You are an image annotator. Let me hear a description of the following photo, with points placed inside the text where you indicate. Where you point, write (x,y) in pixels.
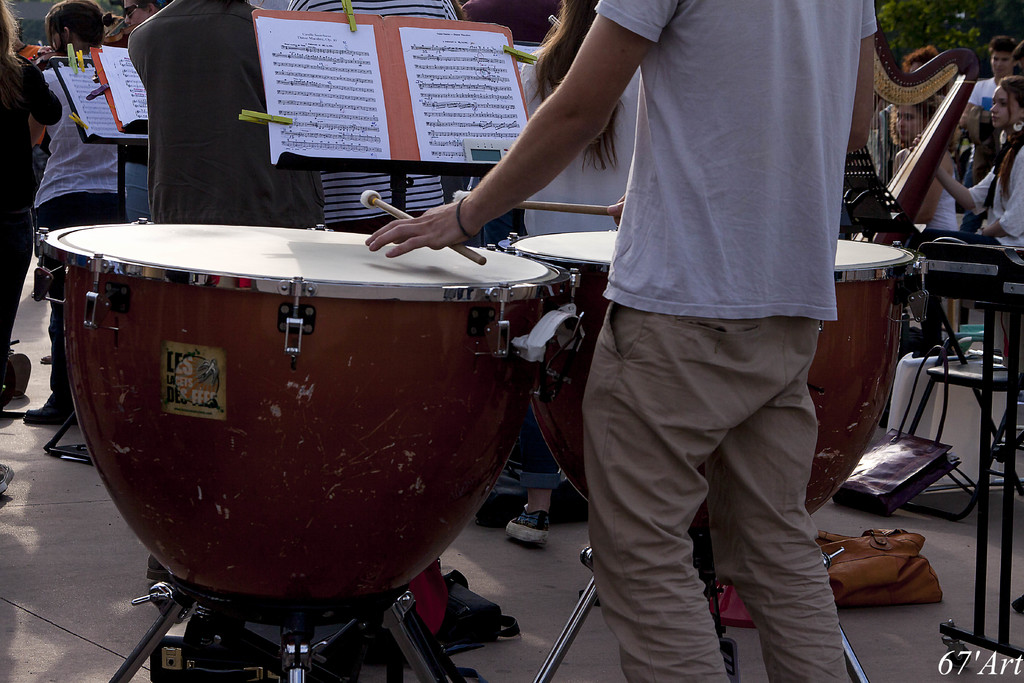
In this image we can see a few people (577,59), musical instruments (938,159), some written text (316,48) on the papers (289,52), clips (75,52), we can see the trees (977,44), floor (919,656).
